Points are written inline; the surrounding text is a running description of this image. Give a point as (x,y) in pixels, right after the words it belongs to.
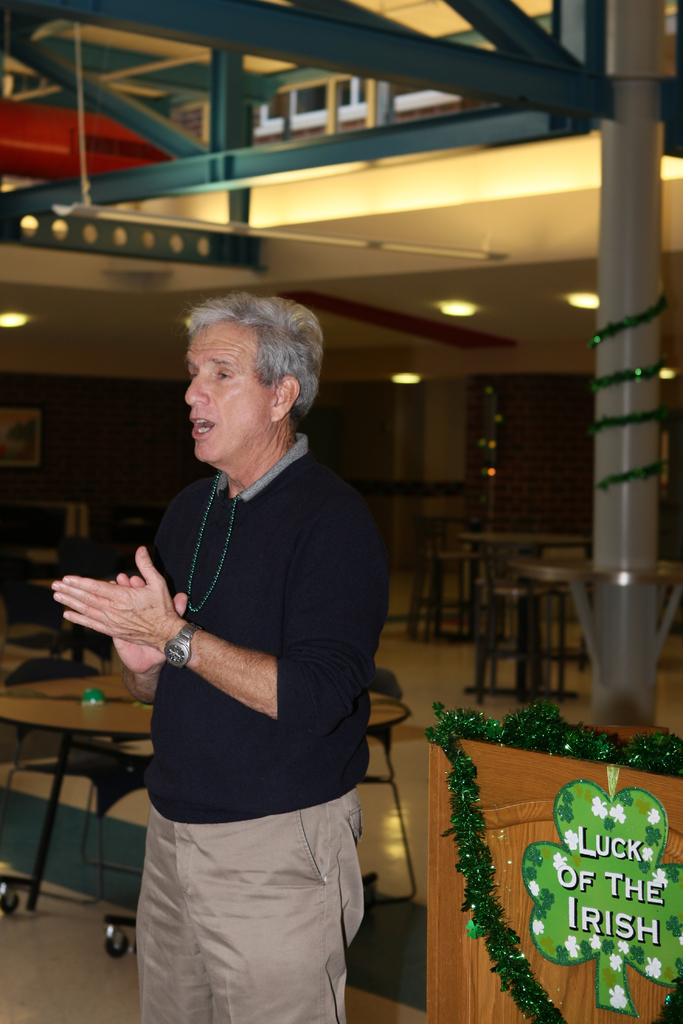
This picture is clicked inside the restaurant (468,646). There is a man (253,762) standing in the center of the image (274,595). He is wearing a black t-shirt (274,595), trouser (243,824) and a watch (184,654). Behind him there are many tables (76,693) and chairs (477,635). There are lights (450,310) to the ceilings (502,323). To the below right corner of the image (575,789) there is a table (560,970) and a poster (574,898) is sticked to it. In the background (563,514) there is wall (549,436).
